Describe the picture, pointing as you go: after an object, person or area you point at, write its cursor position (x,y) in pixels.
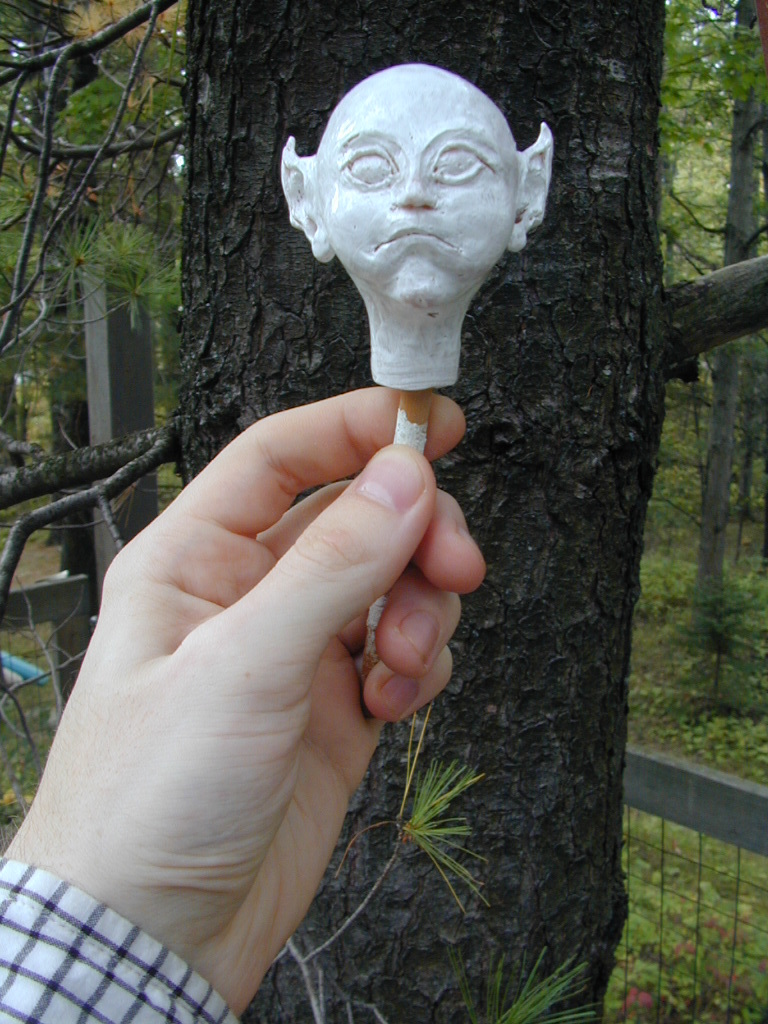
In this picture we can see a person's hand (191,726) in the front (191,726), this person (314,721) is holding a head mount (419,348), in the background (606,100) there are some trees (221,101), we can see some plants (638,726) at the bottom (713,969).
